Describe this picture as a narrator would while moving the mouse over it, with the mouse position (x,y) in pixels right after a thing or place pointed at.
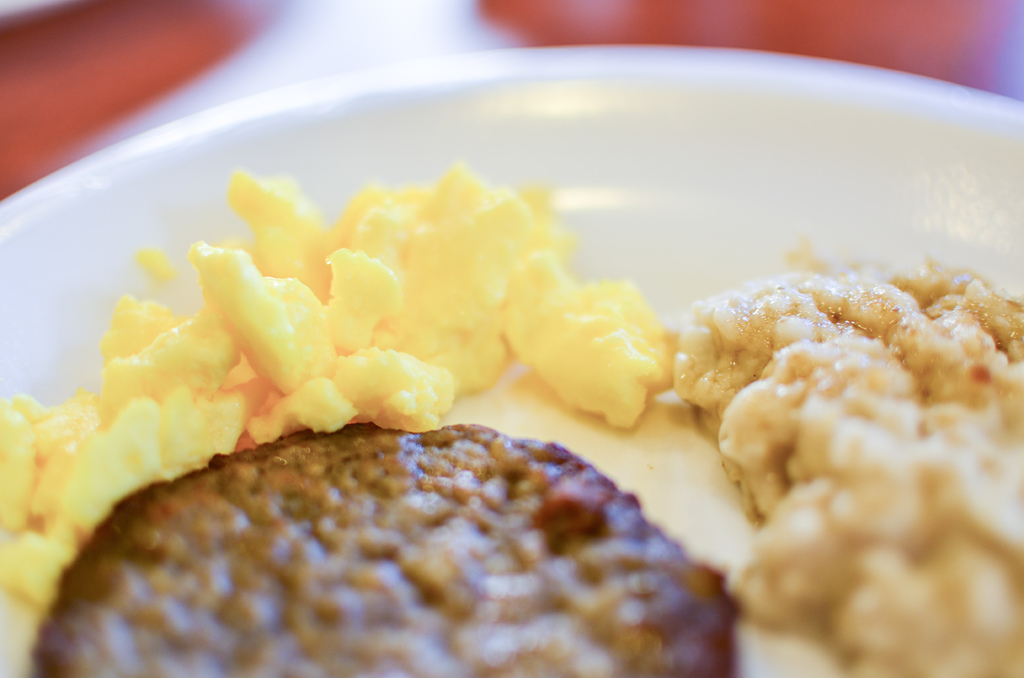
There is a white plate (307,165). On that there are some yellow and brown color food item (433,385).
